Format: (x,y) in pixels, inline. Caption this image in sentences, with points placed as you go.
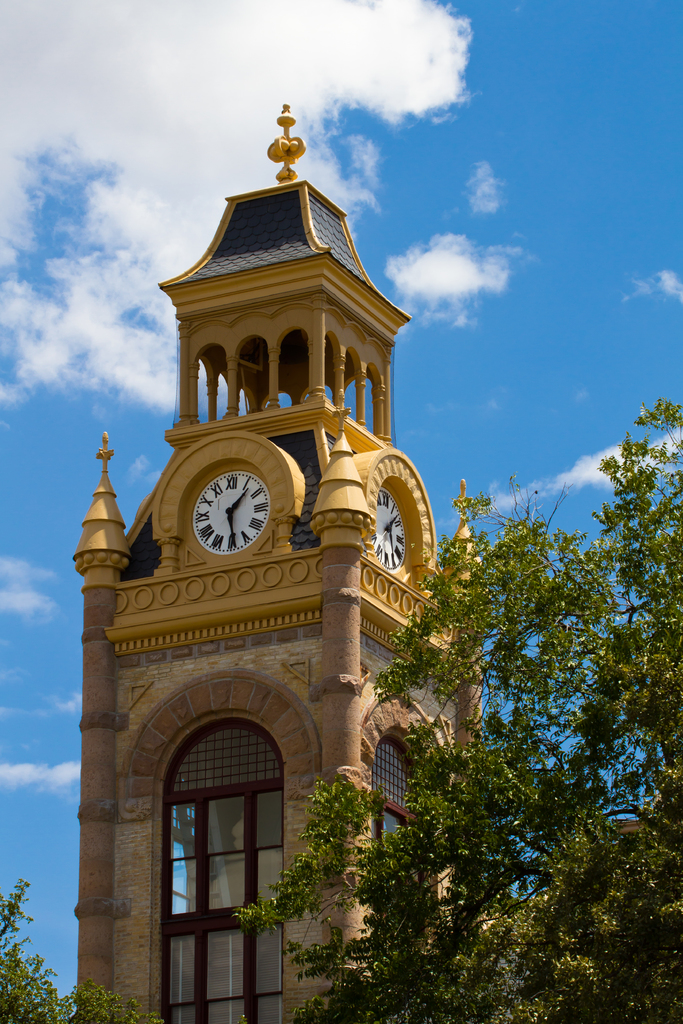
In this image we can see a clock tower (236,805), trees (355,873) and sky (3,750) with clouds (113,324) in the background (414,314).
